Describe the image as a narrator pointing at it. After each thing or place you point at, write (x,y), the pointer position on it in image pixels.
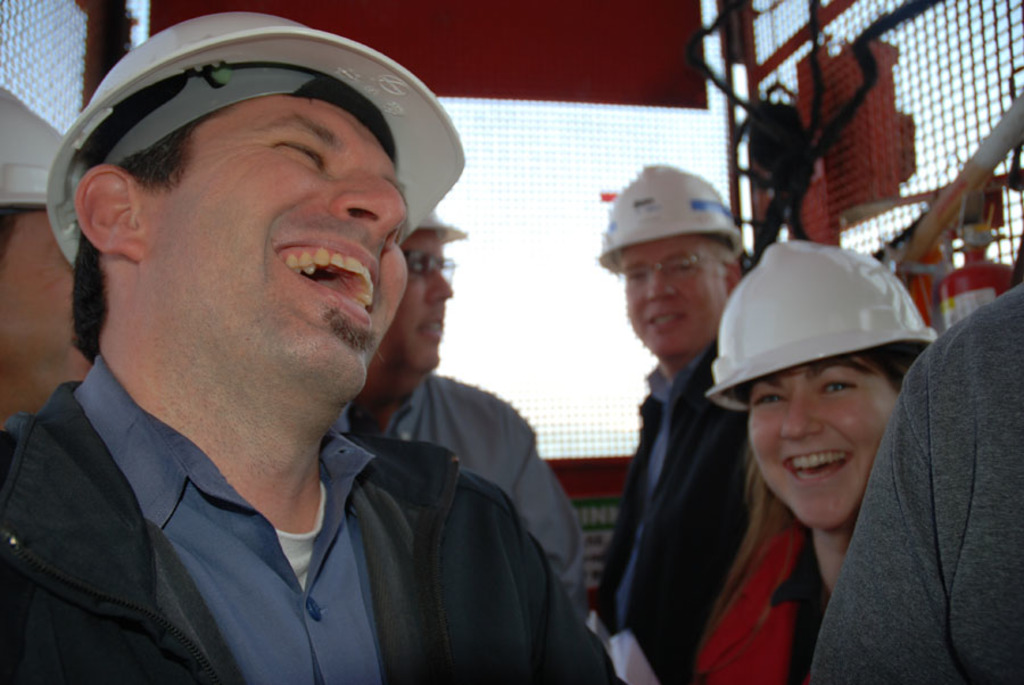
In the image there are a group of people (231,388), most of them are smiling and around them there are some grills (644,117) made up of meshes (920,109).
